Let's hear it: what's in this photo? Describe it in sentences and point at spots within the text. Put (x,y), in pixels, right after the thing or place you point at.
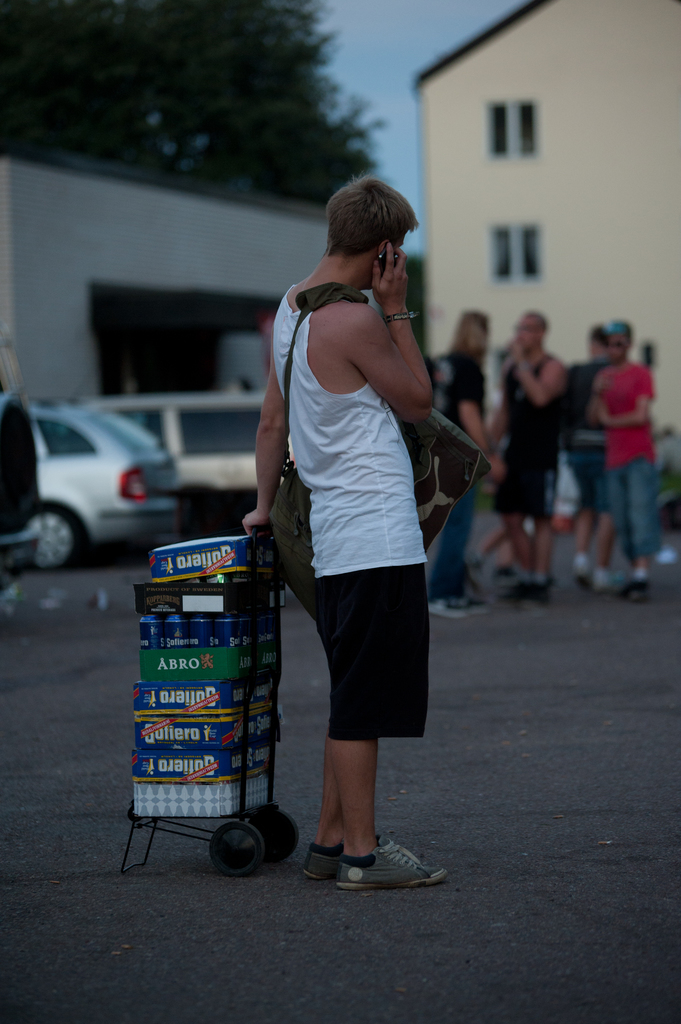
In this image I can see the person (371,577) standing on the road (369,928) and wearing the white and black color dress (328,579) and holding the trolley (267,844). In the trolley (277,843) I can see many objects (182,666). In the back (558,357) I can see few more people (481,417) with different color dresses (474,395). To the side there are vehicles (138,448). In the background (279,156) I can see the building (533,63), trees (272,145) and the sky (405,62).
